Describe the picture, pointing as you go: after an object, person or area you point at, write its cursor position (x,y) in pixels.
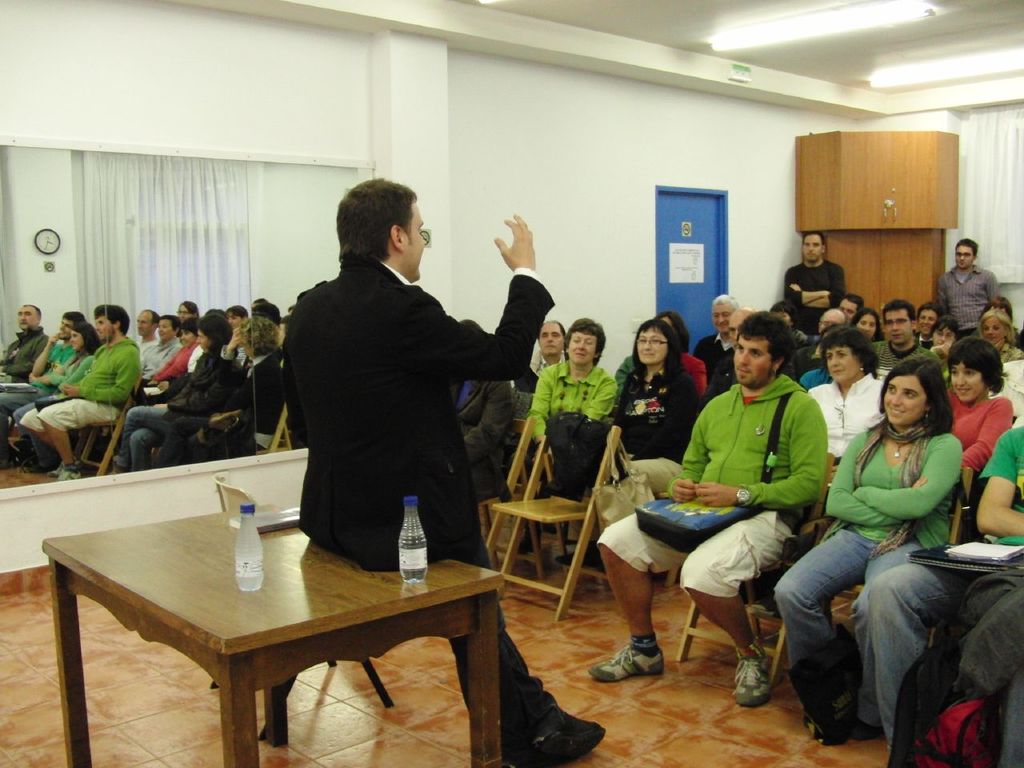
This picture is clicked inside a room (324,2). Here, we see many people (716,350) sitting on chair (618,441) and listening to the man (387,303) on the opposite side. In middle of the picture (421,385), we see man (312,360) in black blazer (382,449) and black pant (532,681) is explaining something to the people (635,418) sitting in front of him. Behind him, we see a table (201,573) on which water bottle (257,551) and laptop (276,521) are placed. On the left corner of the picture (235,353), we see a mirror (243,285) and in mirror (27,246), we see a watch (53,232) and the curtain (144,240). In the middle of the picture (674,305), we see door (688,314) which is blue in color and a white wall (698,143).
